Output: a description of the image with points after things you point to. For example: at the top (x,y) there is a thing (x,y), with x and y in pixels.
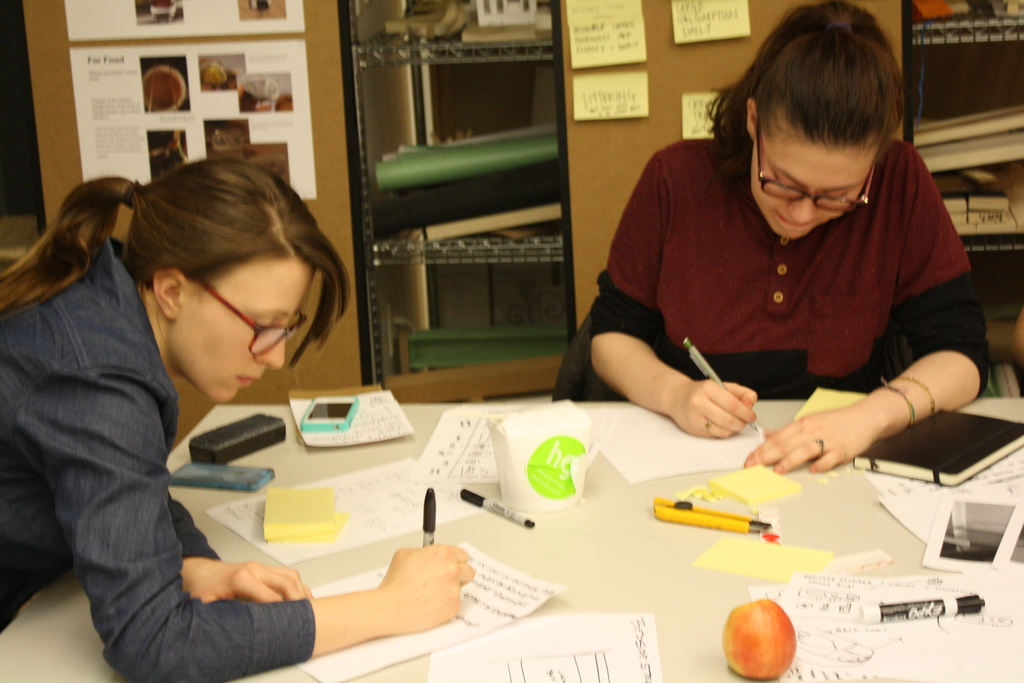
In this image, there are two women (617,368) sitting on the chairs (563,384) and writing on the papers (681,445). At the bottom of the image (749,658), I can see an apple (766,647), mobiles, papers (335,481), pens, a book (953,477) and few other objects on a table (634,545). In the background (232,117), I can see the posts (201,113) attached to an object (721,47) and there are books (976,223) and few other objects (442,165) in the racks (972,186).
